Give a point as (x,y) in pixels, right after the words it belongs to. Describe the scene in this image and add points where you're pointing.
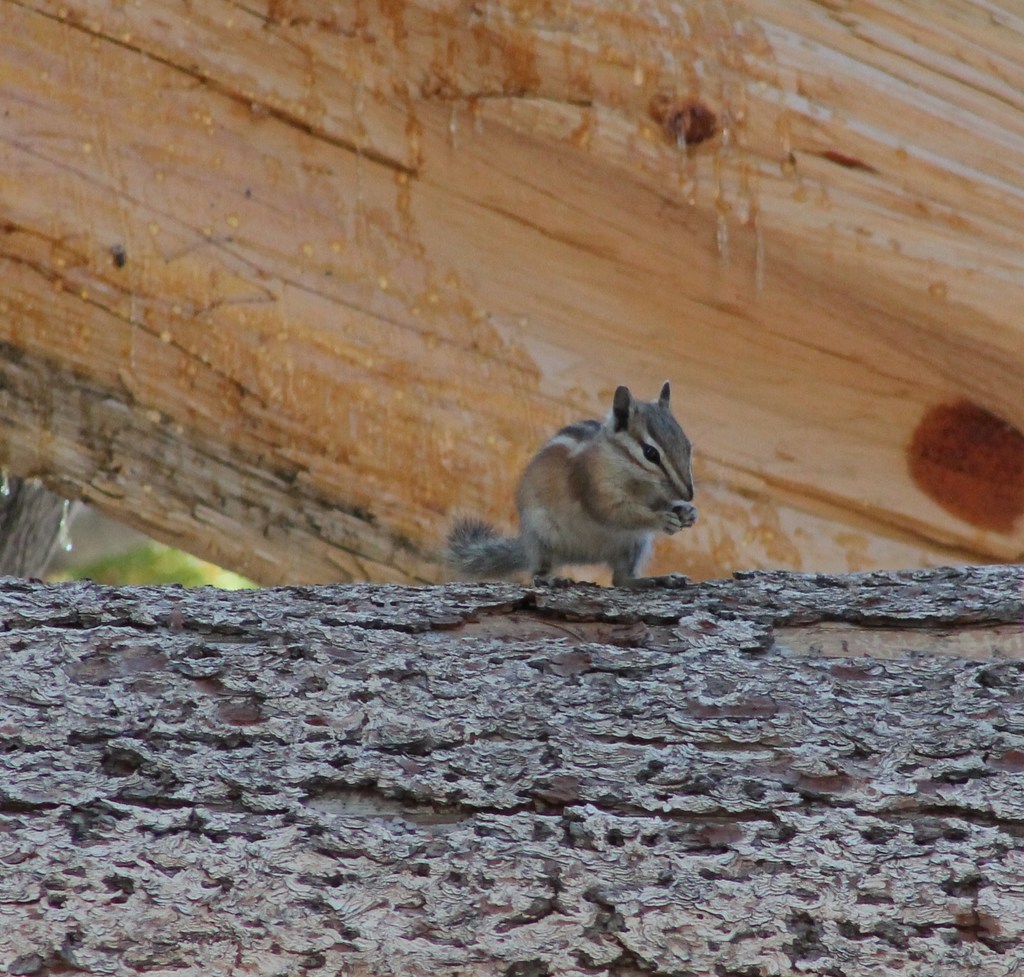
In this picture there is a squirrel (662,578) in the center of the image (672,446), on a log (892,613) and there is another log (557,181) at the top side of the image (557,181).
